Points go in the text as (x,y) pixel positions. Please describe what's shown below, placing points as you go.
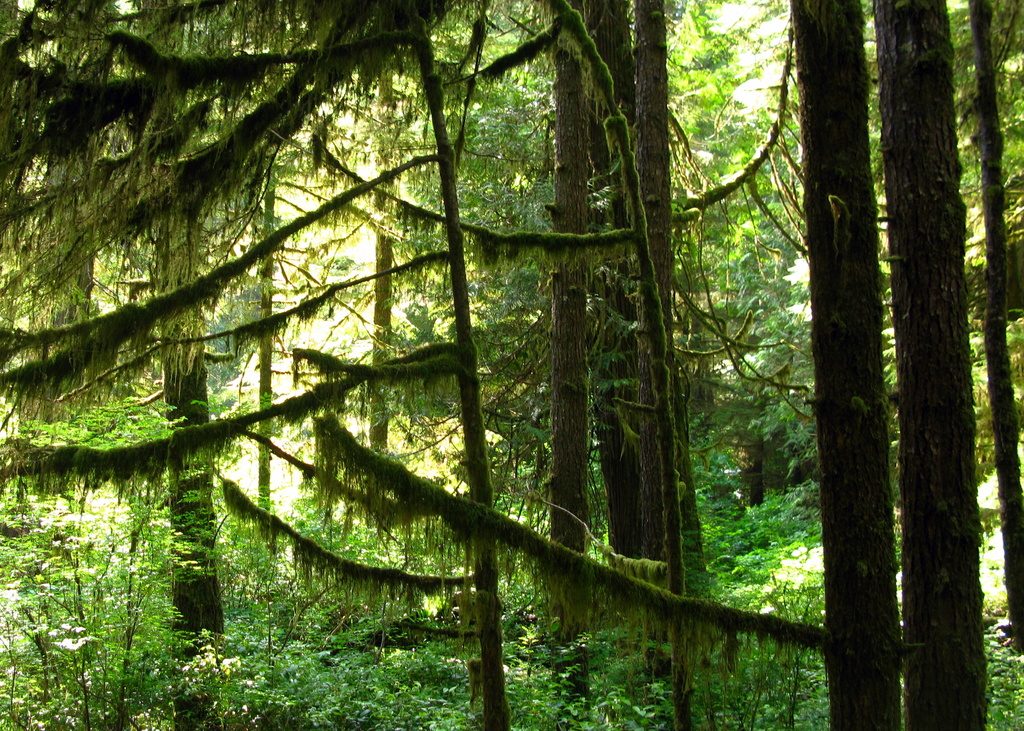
In this image I can see plants (530,644), trees (519,348) and the sky (290,258). This image is taken may be in the forest (886,539) during a day.
